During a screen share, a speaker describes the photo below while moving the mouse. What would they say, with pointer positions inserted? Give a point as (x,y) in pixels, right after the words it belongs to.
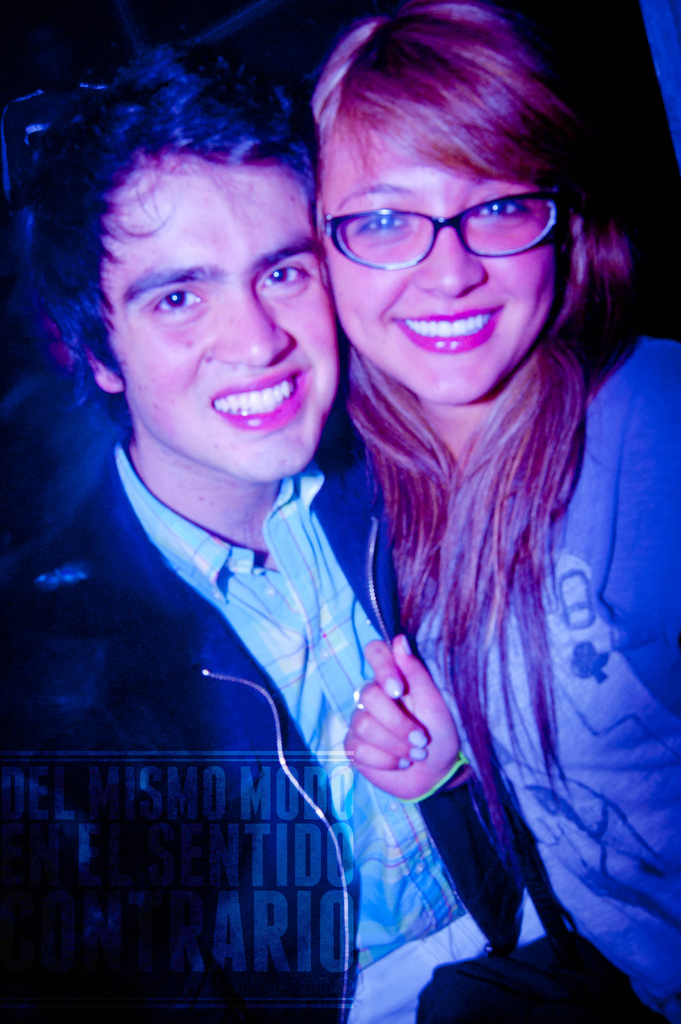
In this picture we can see two people (356,687), they are smiling, here we can see some text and in the background (668,310) we can see it is dark.
